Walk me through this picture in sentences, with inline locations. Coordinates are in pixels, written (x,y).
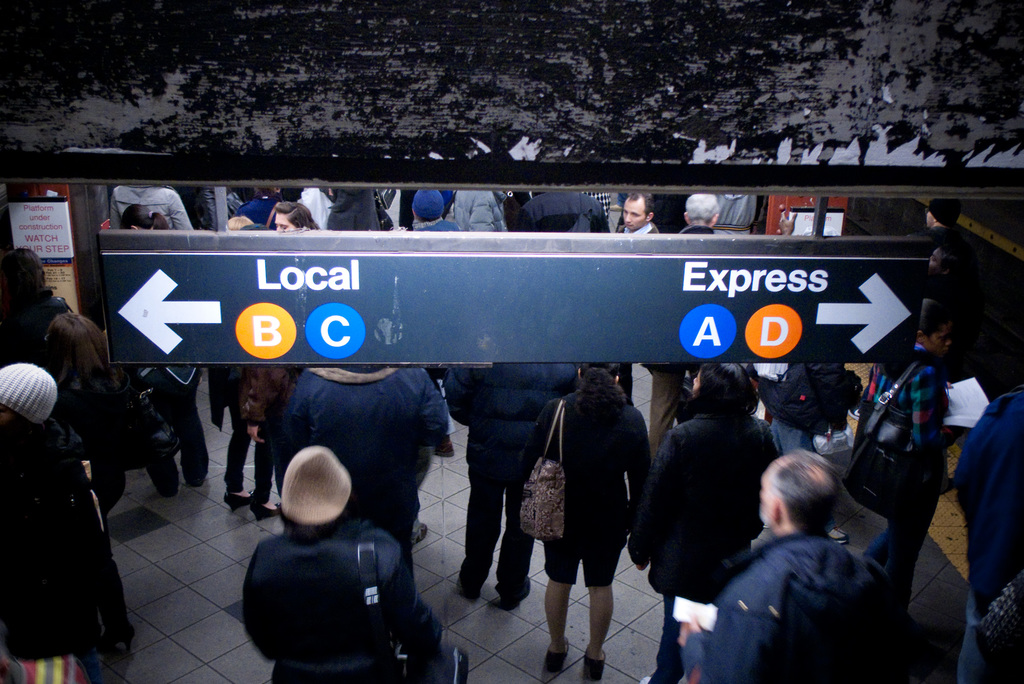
In this image I can see group of people (610,436) standing and few people (564,432) are wearing bag (551,484). They are wearing different color dress (610,465). In front (409,286) I can see a blue color board (375,316) and something is written on it.
